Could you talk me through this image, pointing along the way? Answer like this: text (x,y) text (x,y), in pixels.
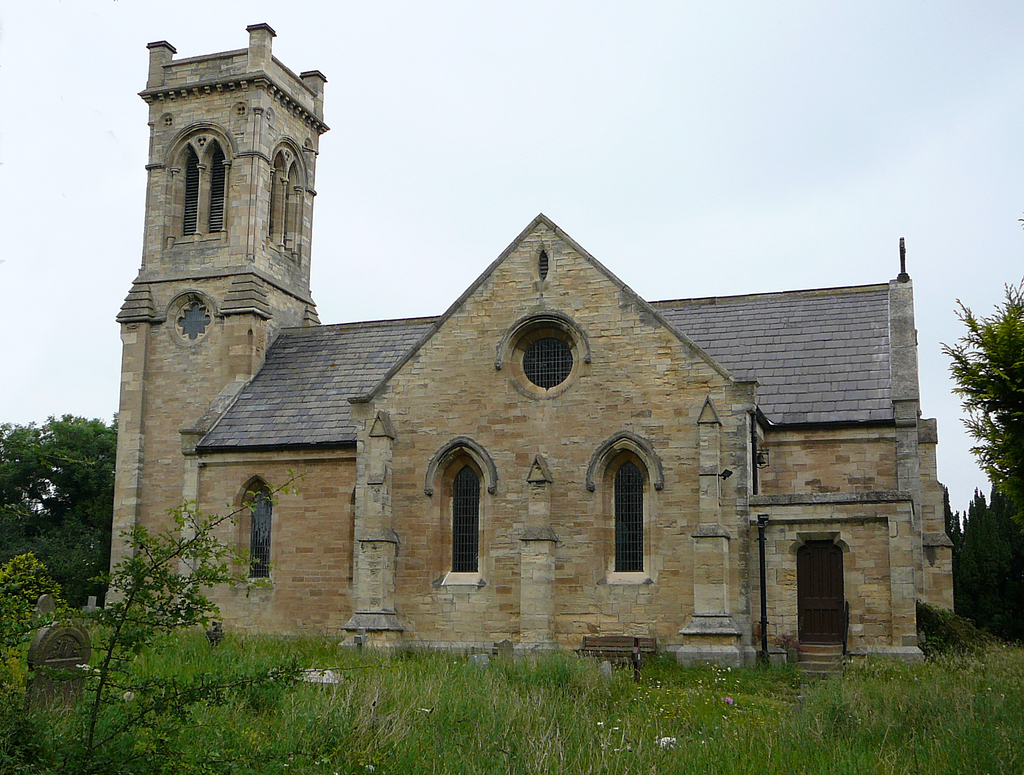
In this image I can see grass (268,655), number of trees (197,580), the sky (2,179) and a cream colour building (353,526).
